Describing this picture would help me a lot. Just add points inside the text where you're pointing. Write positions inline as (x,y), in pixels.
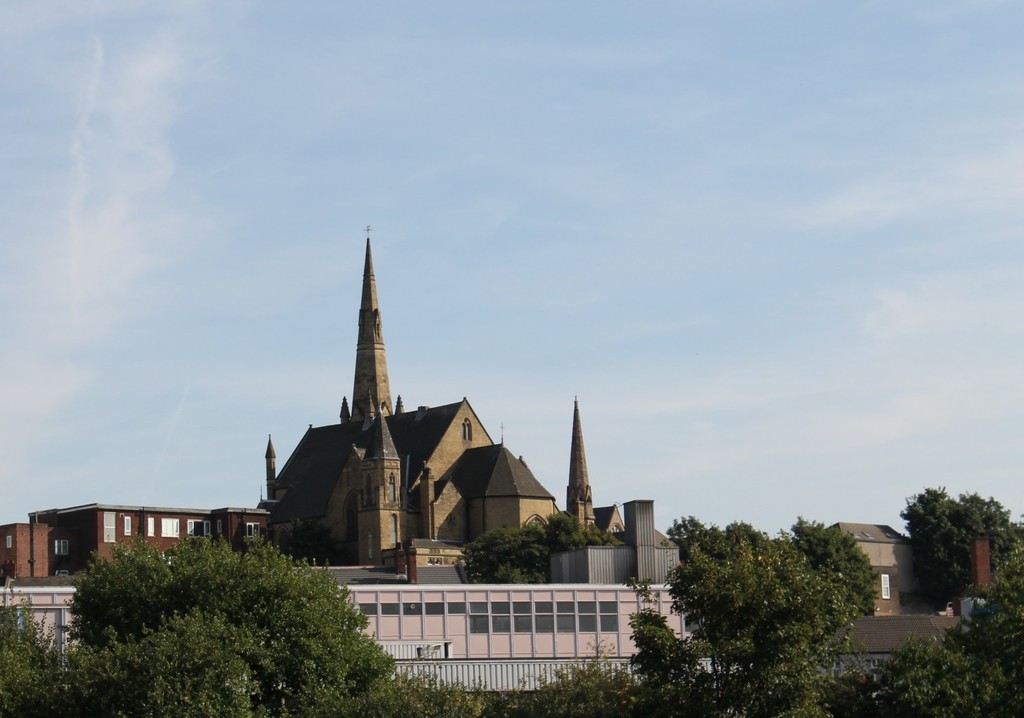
In the foreground of the image (314,564) we can see trees (629,717). In the middle of the image (377,466) we can see buildings (397,492). On the top of the image (218,232) we can see the sky (84,466).
